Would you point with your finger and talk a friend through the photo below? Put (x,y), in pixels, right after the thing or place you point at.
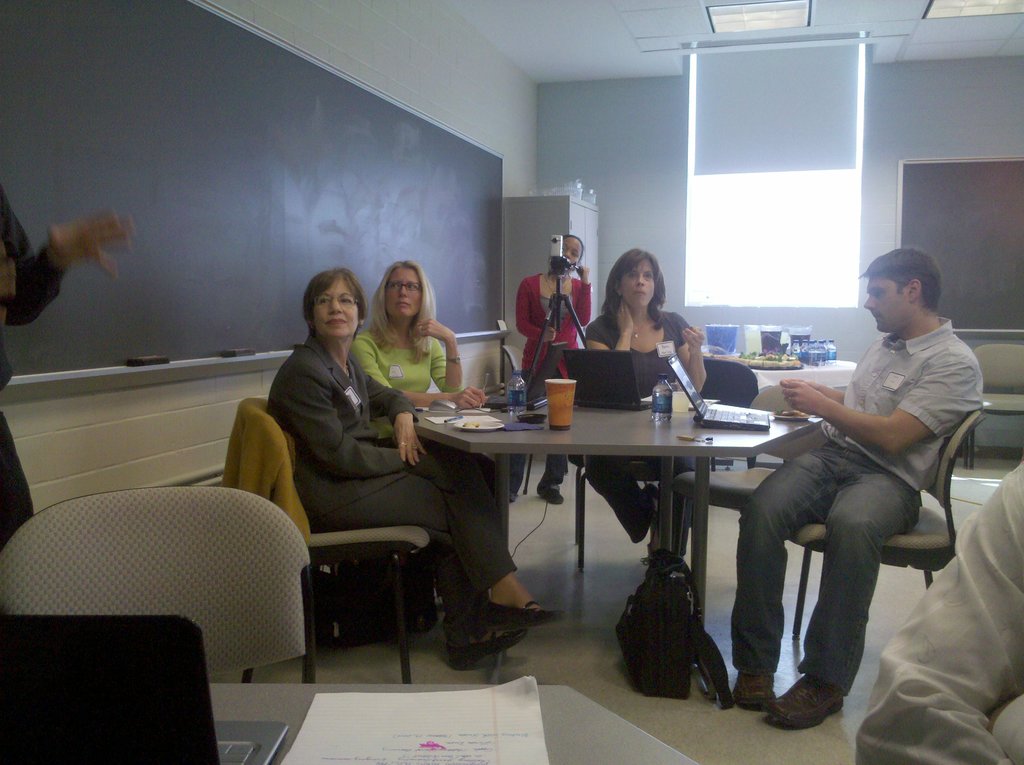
In this image I can see there are group of people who are sitting on a chair (419,531) in front of the table (685,422). On the table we have laptop (684,372) and other objects (551,412) on it. On the left side of the image (313,165) we have a blackboard (284,161) on the wall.
